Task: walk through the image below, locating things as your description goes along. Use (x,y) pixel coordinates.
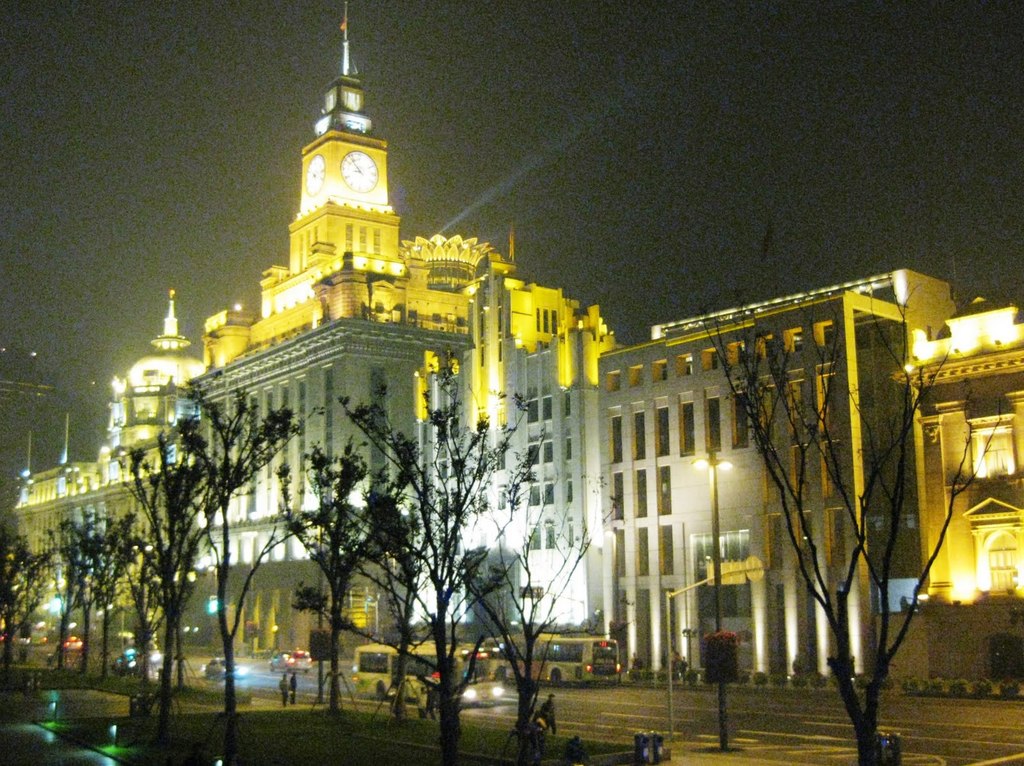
In this image there are buildings (521,524), in front of the buildings (349,608) there are a few vehicles (370,689) moving on the road (678,739) and there are a few people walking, there are trees (3,589). The background (688,195) is dark. On the one of the buildings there is a clock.
